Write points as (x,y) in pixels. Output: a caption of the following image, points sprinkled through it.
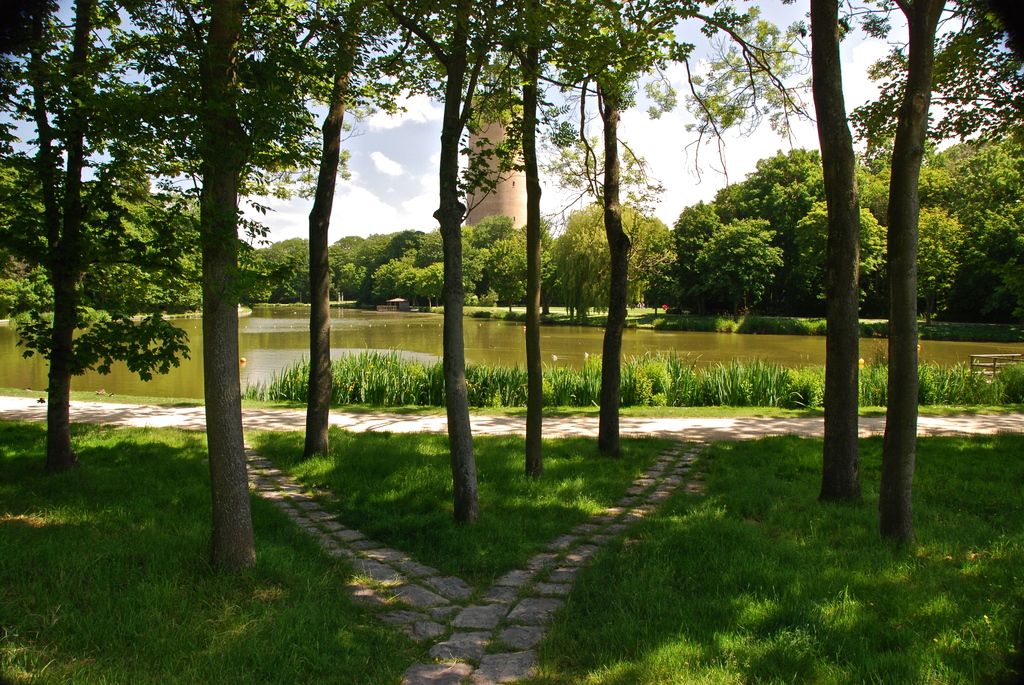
This picture is clicked outside. In the foreground (259,610) we can see the ground (797,521) and the green grass (499,498) and we can see the trees (910,406) and a water body (1012,344). In the background (359,161) there is a sky (665,161), tower (512,193), trees (525,245) and plants (798,323).
